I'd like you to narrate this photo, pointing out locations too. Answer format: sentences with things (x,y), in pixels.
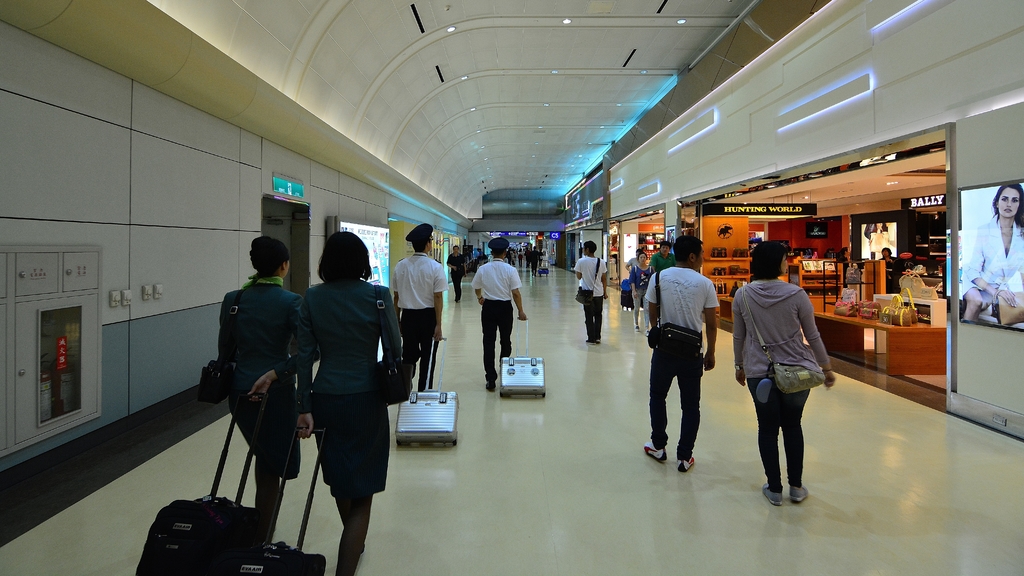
there are so many people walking along with trolley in airport (547,174) behind them there is a shopping store (863,377).
